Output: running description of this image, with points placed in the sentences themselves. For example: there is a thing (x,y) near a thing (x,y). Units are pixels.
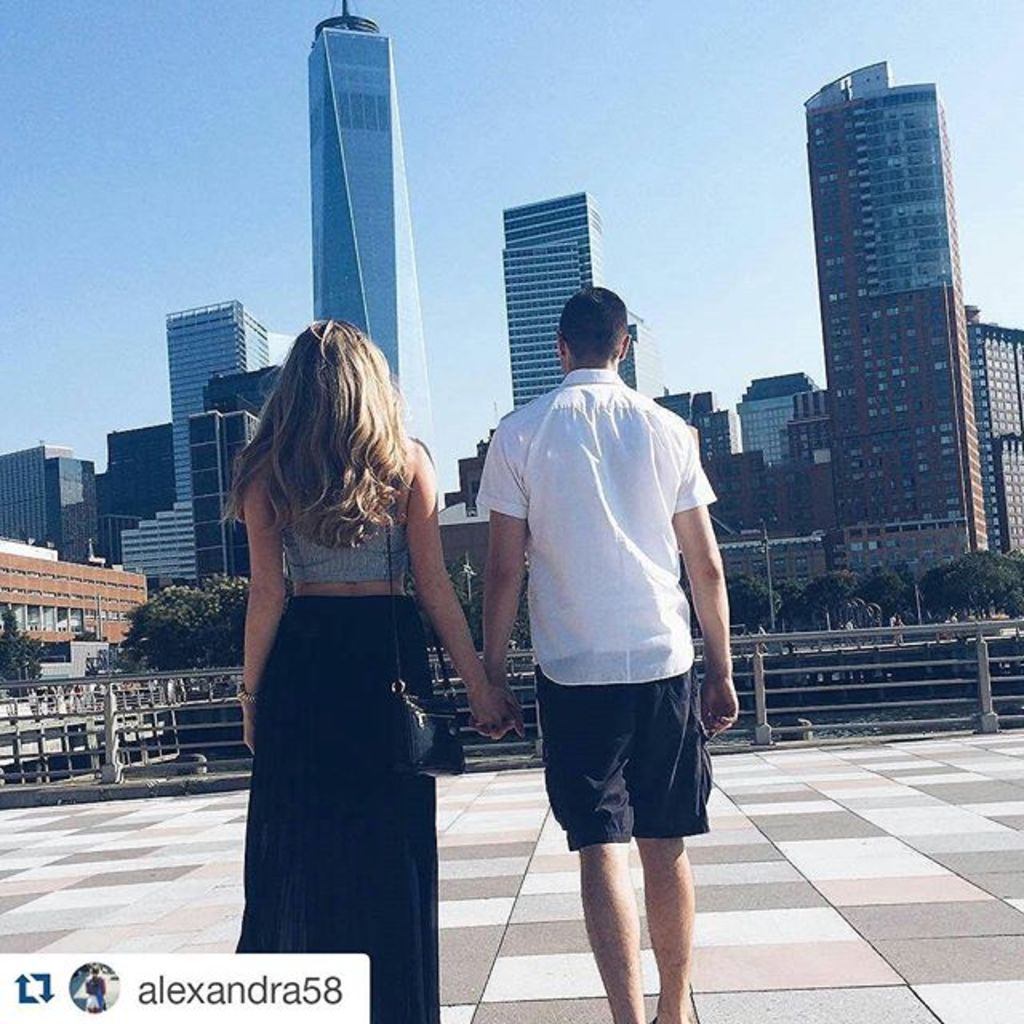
In the image there are two people (399,636) standing in the foreground (492,711), behind them there is a railing (766,638) and behind the railing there are trees (980,554) and huge buildings (767,518).
